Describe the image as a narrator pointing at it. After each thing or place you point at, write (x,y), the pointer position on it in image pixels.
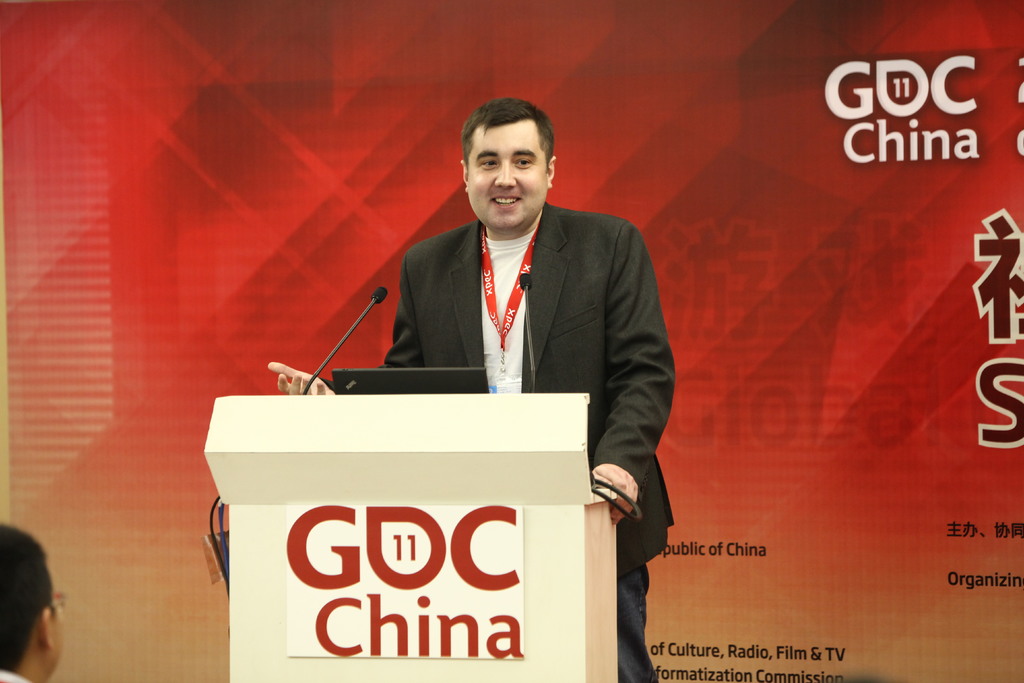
In the picture I can see a man (601,323) standing in front of a wooden podium (566,635) and he is speaking on a microphone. There is a laptop (415,370) on the wooden podium (466,396). He is wearing a suit (579,291) and there is a tag (503,326) on his neck (517,239). I can see the head (49,651) of a man (49,651) on the bottom left side (6,653). In the background (175,303), I can see the hoarding (719,186).
